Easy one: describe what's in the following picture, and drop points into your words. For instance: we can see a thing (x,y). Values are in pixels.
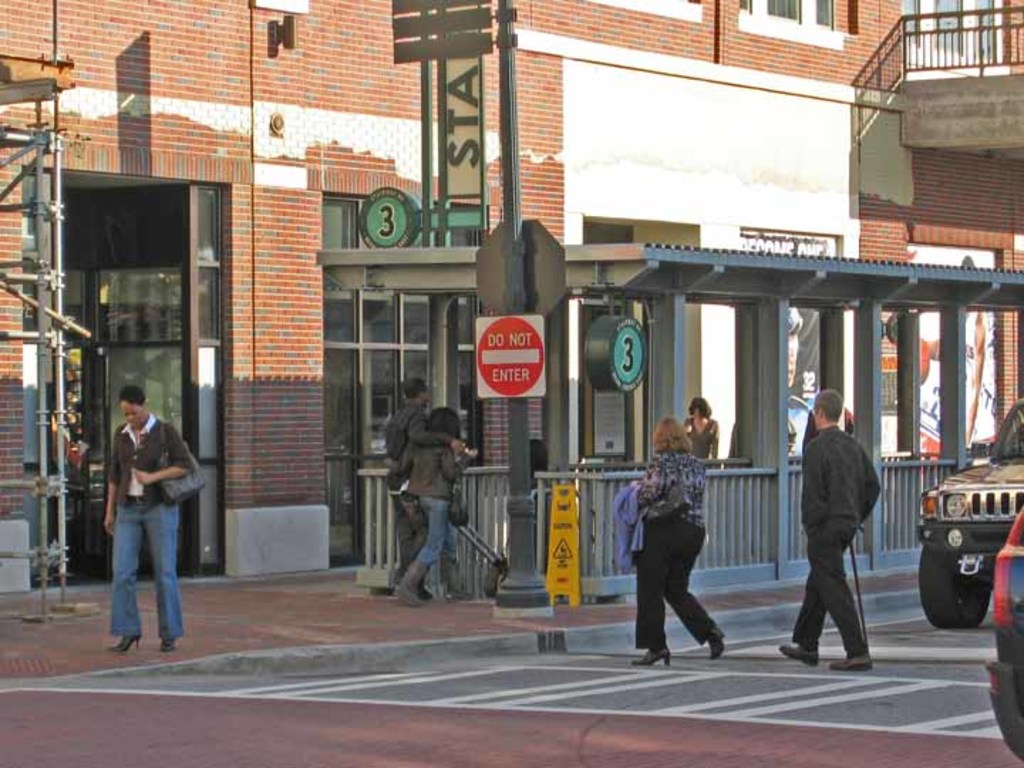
In this image we can see a group of people (826,548) and some vehicles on the ground (558,661). We can also see the sign boards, metal poles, a barricade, some poles (745,437) and a building (1012,164) with windows (347,475) and the railing (795,572).
